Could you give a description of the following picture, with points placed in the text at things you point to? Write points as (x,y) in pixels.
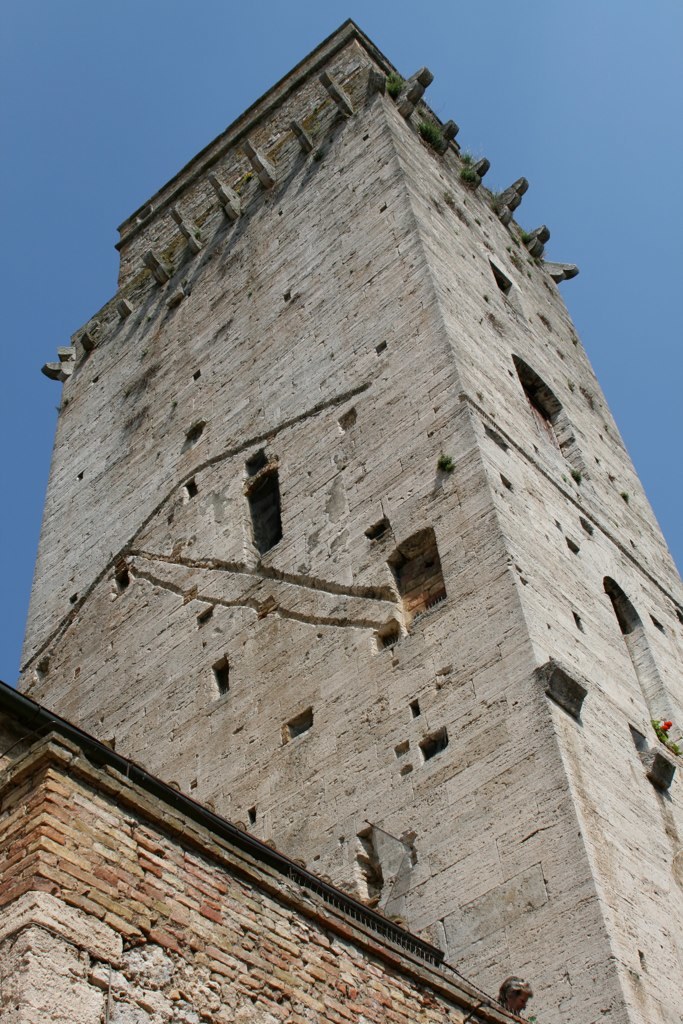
In this image we can see building (420,524) and windows (274,524) on it and in the background (98,105) we can see sky (157,32).
